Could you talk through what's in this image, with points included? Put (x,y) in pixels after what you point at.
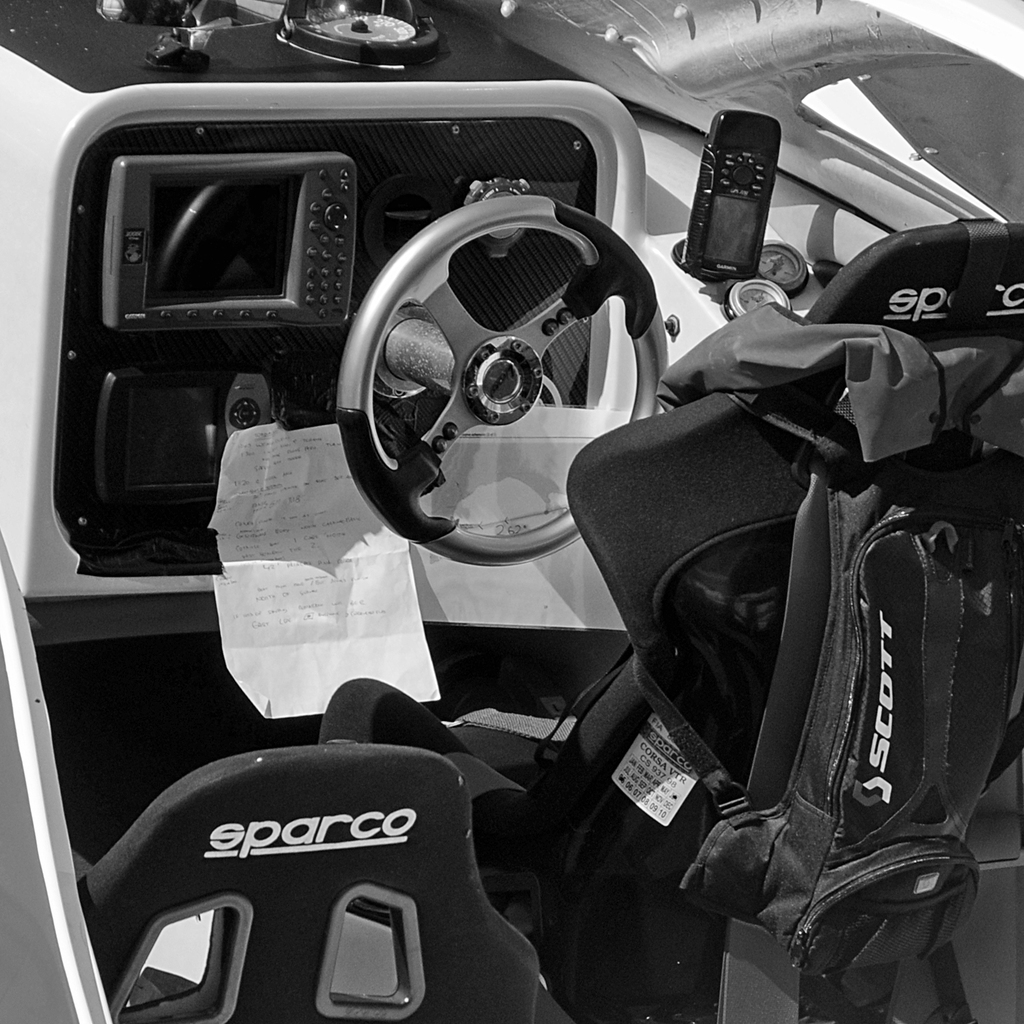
This black and white picture is clicked inside a vehicle (477,95). In the foreground (439,830) there are car seats (630,548). To the right (794,560) there is a belt (800,552) on the car seat (752,492). In front of it there are display meters (197,406) and a steering wheel (453,435). Beside it there is a remote (724,206). There is text (294,826) on the seats (929,310).
